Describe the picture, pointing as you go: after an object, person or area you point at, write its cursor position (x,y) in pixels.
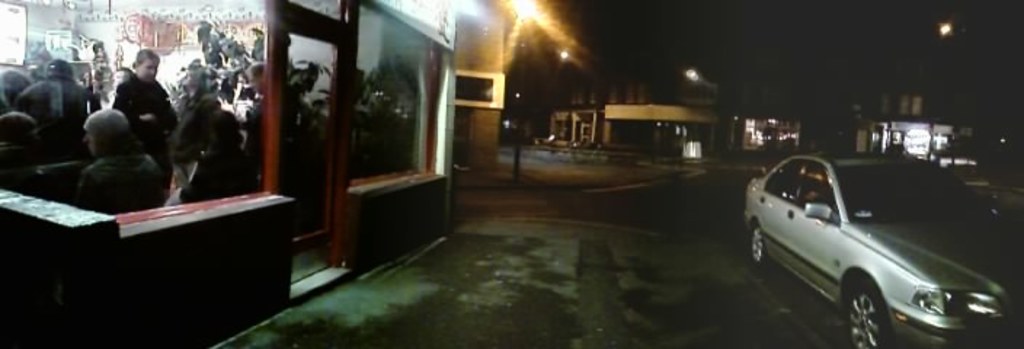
This image clicked in the dark. On the right side (822,224) there is a car (827,255) on the road (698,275). On the left side (1,151) there are few people (30,133) inside the cabin (335,113). In the background (706,129) there are some houses (639,102) and also I can see the light poles (523,20).
